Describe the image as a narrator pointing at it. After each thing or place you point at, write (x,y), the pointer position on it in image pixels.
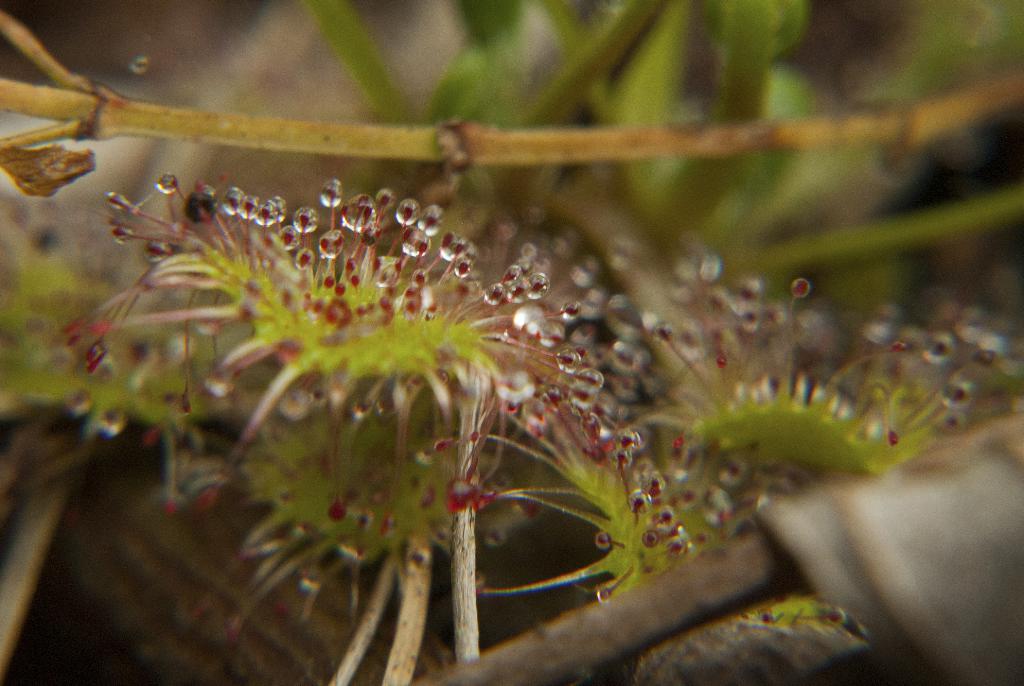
In this image we can see leaves (904,424).
